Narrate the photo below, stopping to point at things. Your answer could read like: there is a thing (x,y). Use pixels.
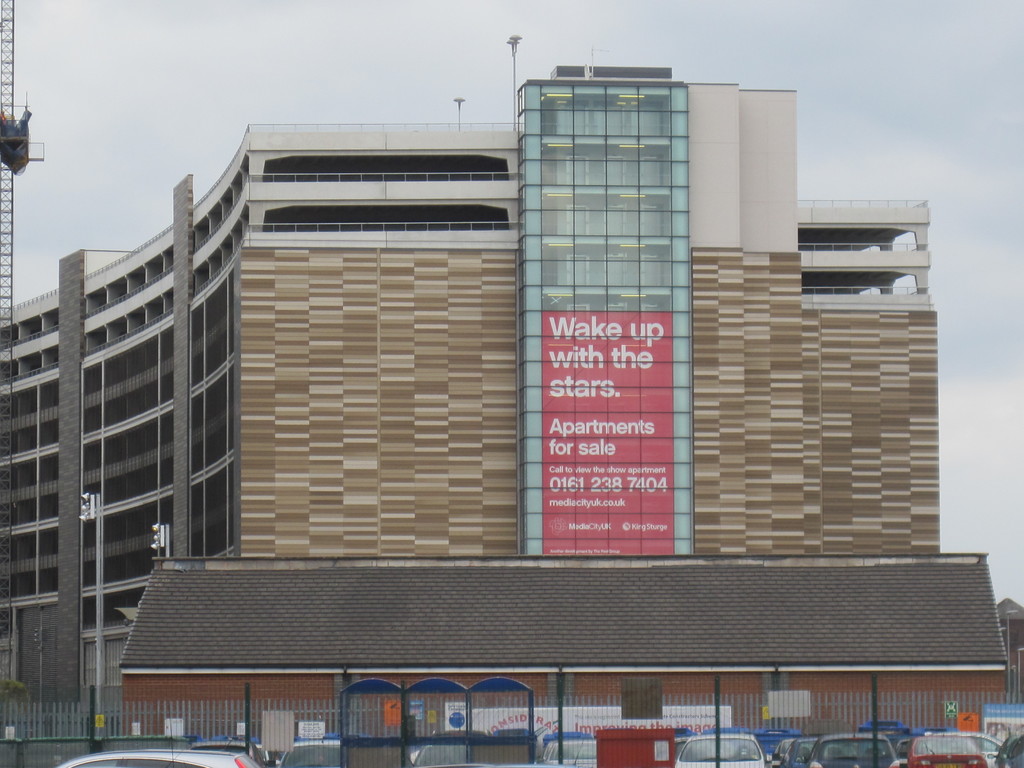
In this image in the front (211,756) there are cars (237,764), there is a fence (325,730). In the background (621,387) there is a building (387,371) and on the building (608,382) there is some text (638,362) written on it and the sky (802,99) is cloudy.
